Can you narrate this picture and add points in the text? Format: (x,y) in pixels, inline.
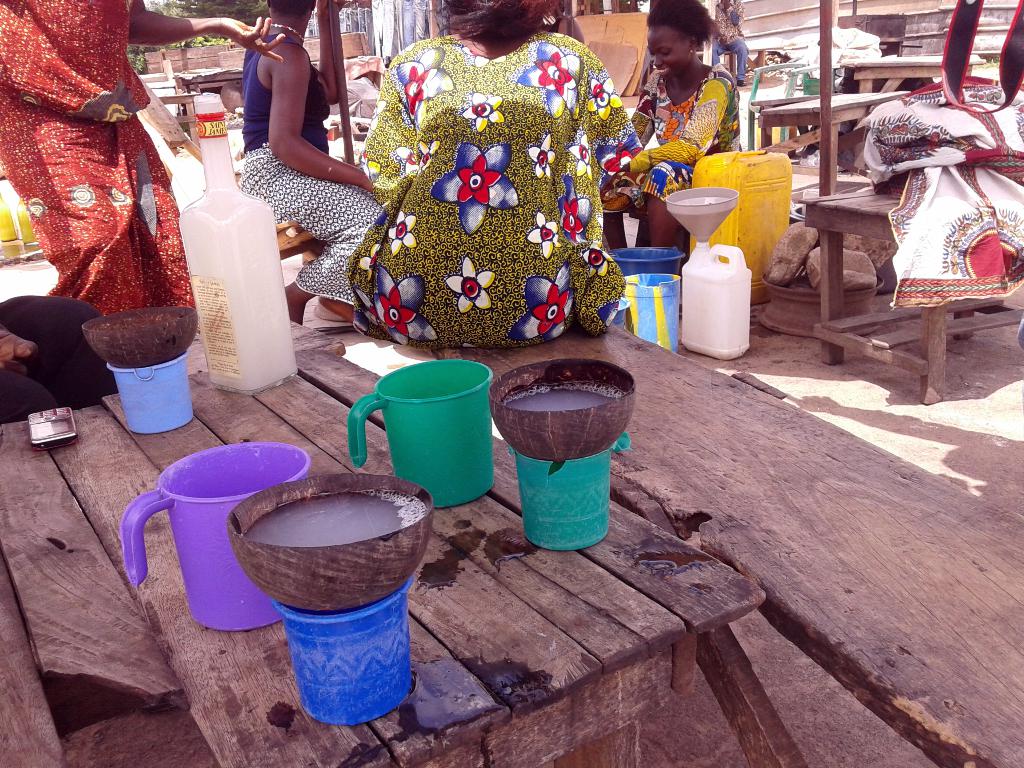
In this image there is a table (74,671) on which there is mug (438,396), bowl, bottle (264,257), mobile (50,415). Beside the table (104,415) there is a bench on which there is a woman (478,206) sitting on it. To the right side (699,123) there is another woman (674,155) who is filling the bucket (673,295).
